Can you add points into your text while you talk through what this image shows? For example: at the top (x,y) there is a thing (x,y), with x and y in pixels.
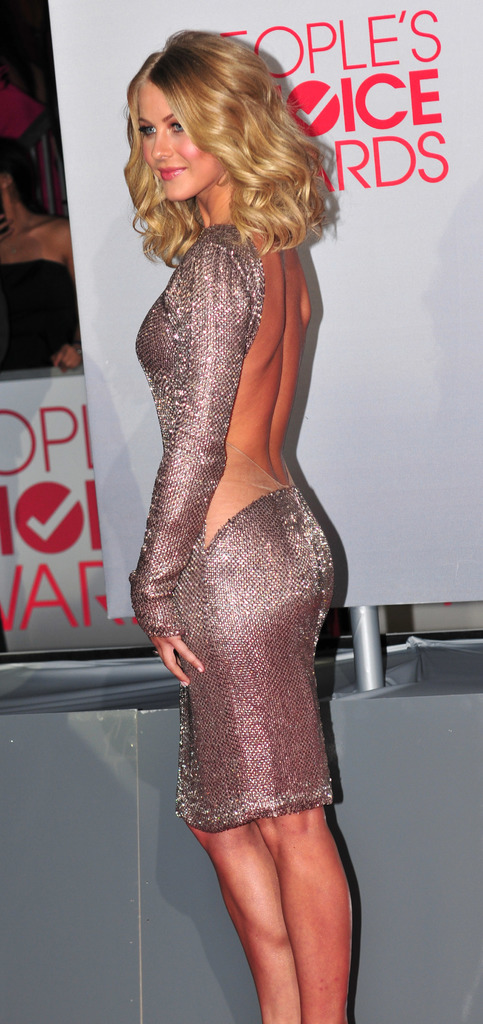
There is a lady (194,320) standing. In the back (379,431) there is a banner (379,431) with a pole (371,660). Behind that there is another banner (45,612).
